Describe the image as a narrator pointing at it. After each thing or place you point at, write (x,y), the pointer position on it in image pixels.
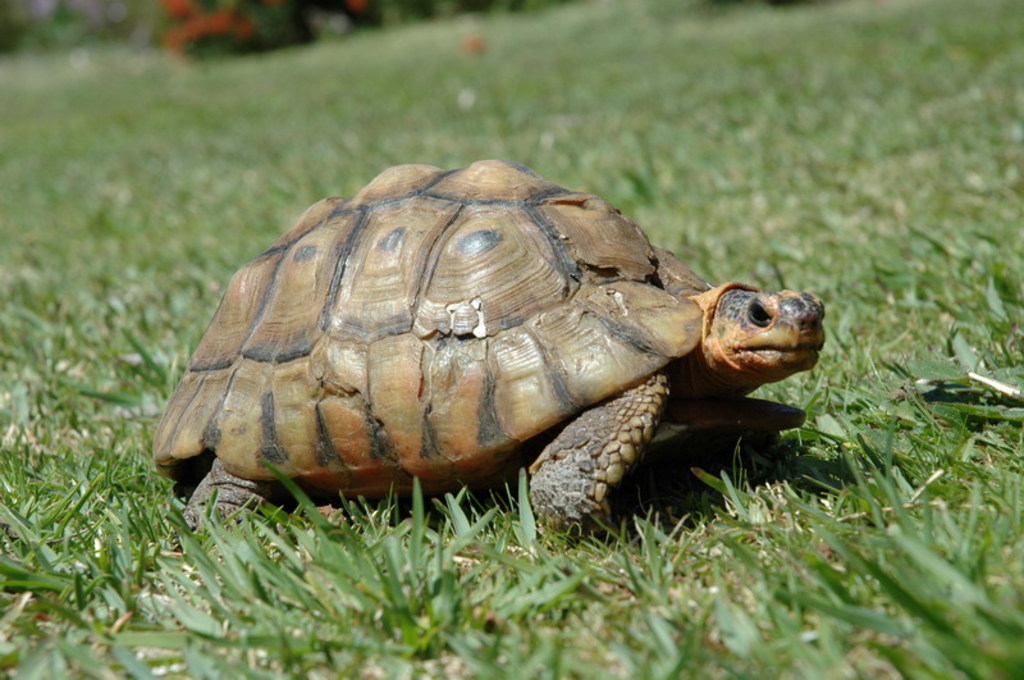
In this image we can see a tortoise (444,356) on the grass (941,205), there are some plants (313,20), and the background (356,20) is blurred.
